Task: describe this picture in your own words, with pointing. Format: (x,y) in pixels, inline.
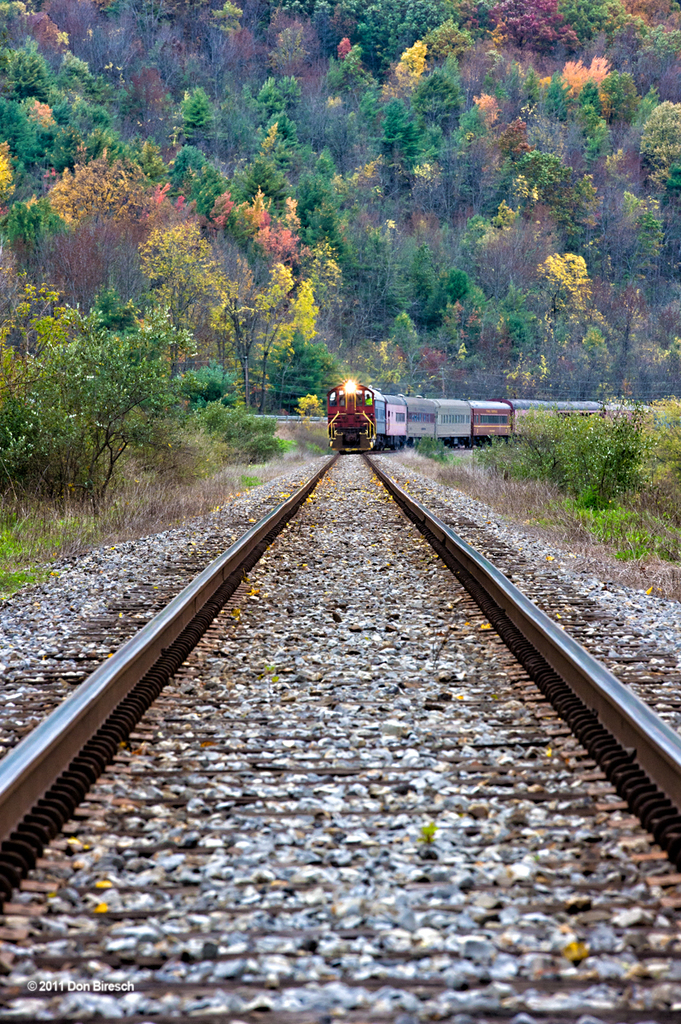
In the center of the image (258,548) there is a train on the railway track (333,710). In the background of the image (258,272) there are trees (295,242).
